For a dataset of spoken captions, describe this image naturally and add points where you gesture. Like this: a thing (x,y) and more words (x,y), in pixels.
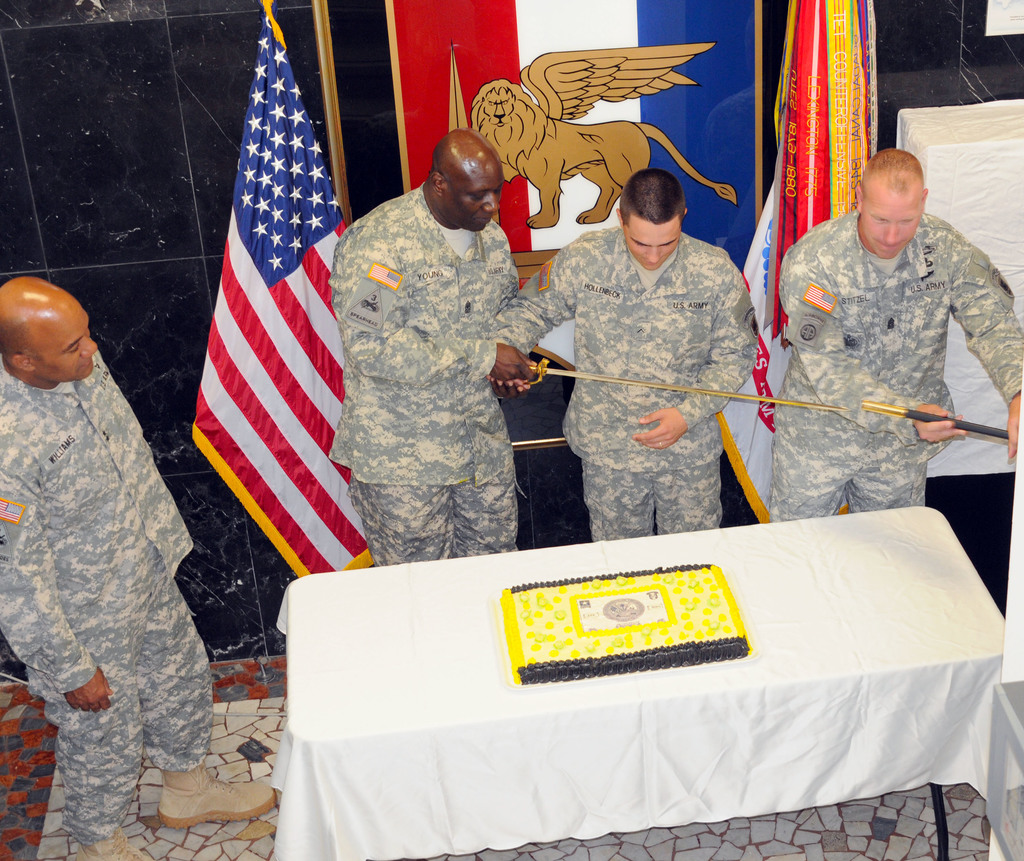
In this image I see 4 men (849,248) who are standing and I see that these both of them are holding a sword (647,383) and this man (860,344) is holding a black and golden color thing (979,427) in his hands (957,418) and I see a table (747,684) over here on which there is a cake (681,599) over here. In the background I see the flags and I see the logo (575,105) over here and I see the wall (930,90).
